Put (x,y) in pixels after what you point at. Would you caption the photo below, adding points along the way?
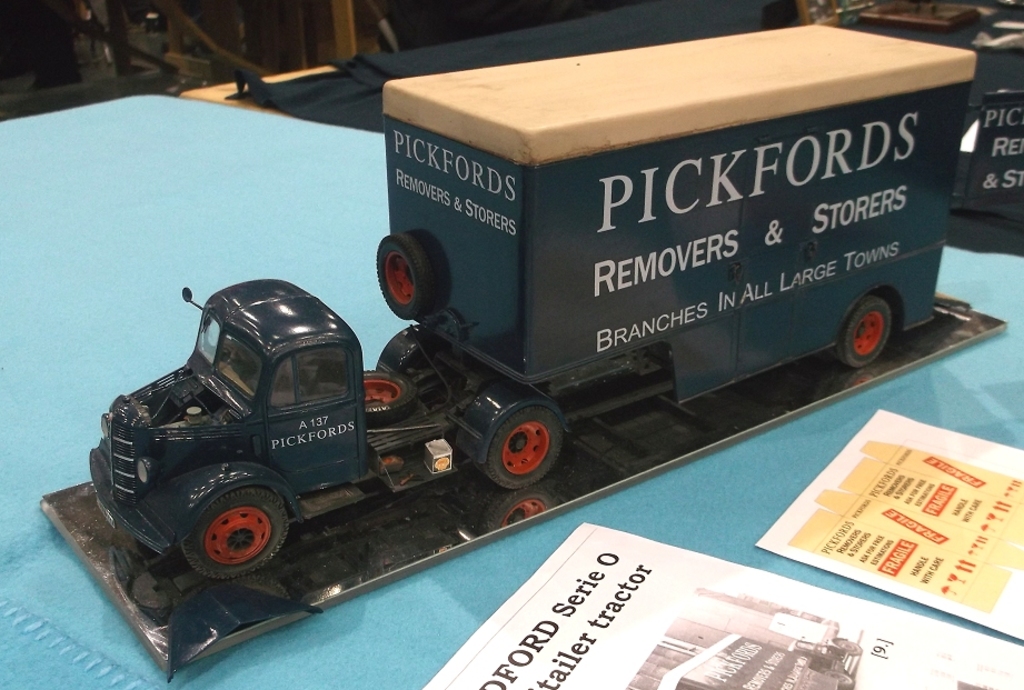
In this picture I can see a toy truck (581,386) and few papers (787,523) on the table (31,676) and I can see text (605,268) on it.
